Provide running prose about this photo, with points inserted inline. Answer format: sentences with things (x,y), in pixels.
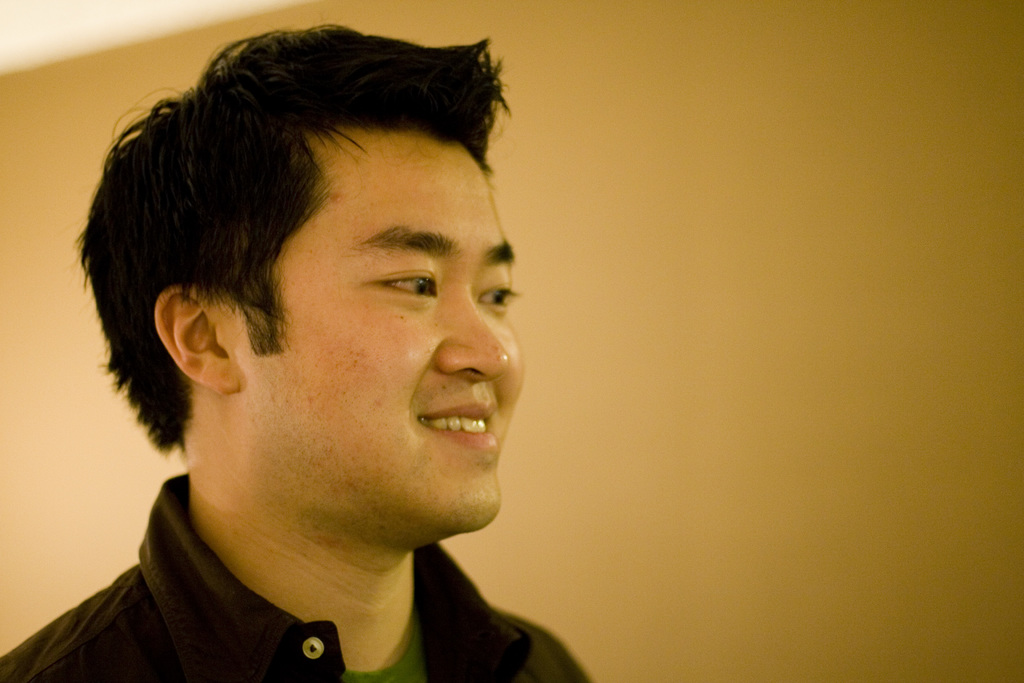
There is a person (240,649) smiling and looking towards the right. The background (982,355) is blurred.
